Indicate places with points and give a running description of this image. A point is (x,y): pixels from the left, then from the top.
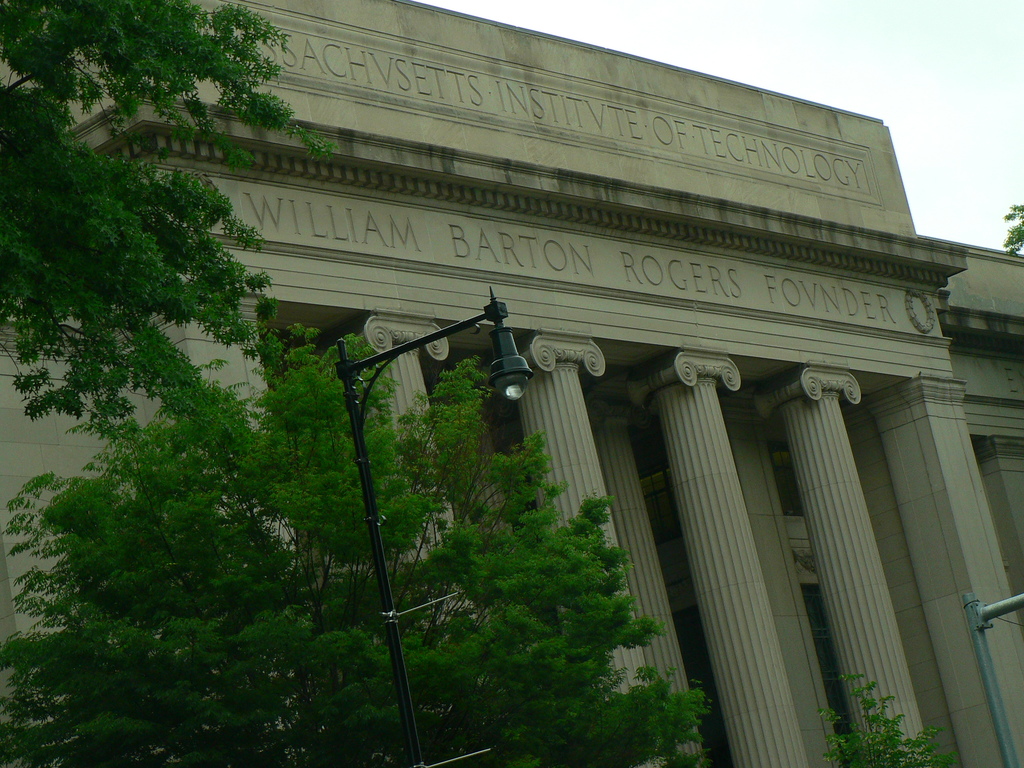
In this image we can see trees (138,613), light poles (494,309), stone building (909,377) and the sky (865,93) in the background (865,93).
